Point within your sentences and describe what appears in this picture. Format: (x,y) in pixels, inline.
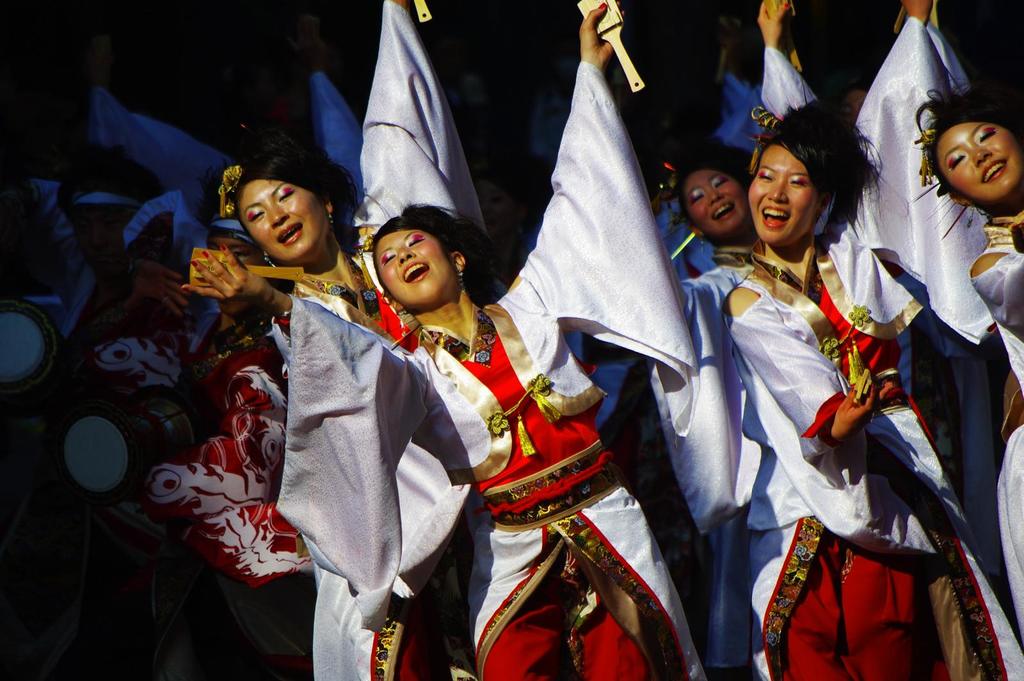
In this image we can see women (493,233) wearing costumes (410,593) and performing.
